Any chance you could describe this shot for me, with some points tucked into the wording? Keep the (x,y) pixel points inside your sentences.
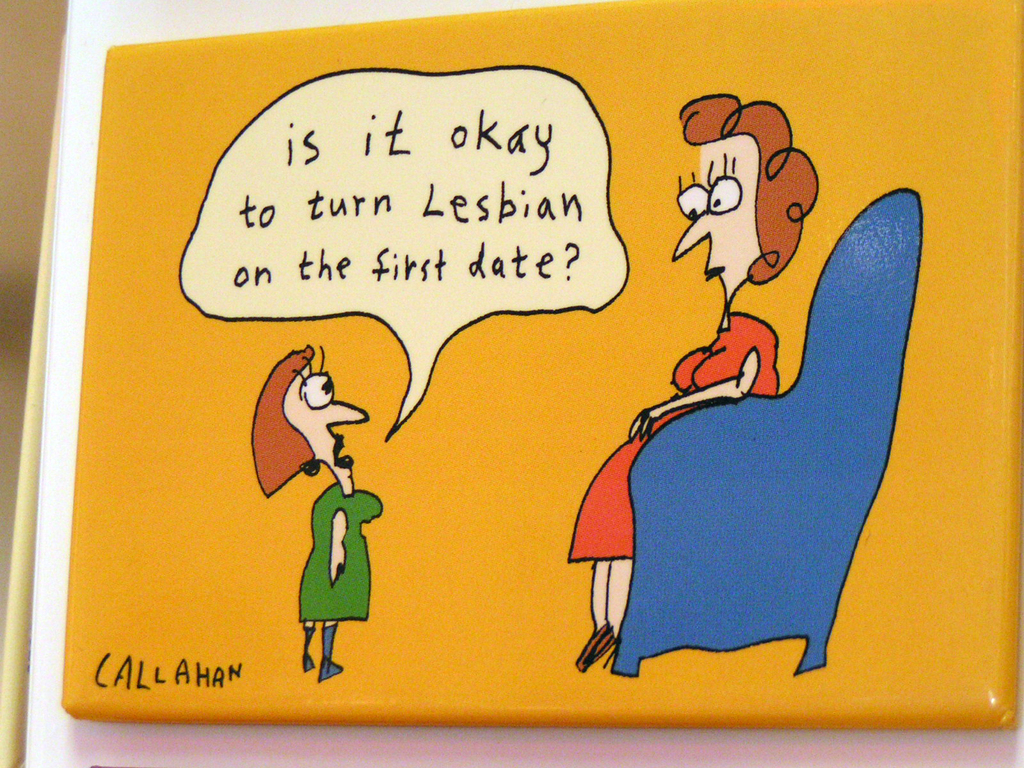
In the center of the image (368,376) we can see one board (205,559). On the board (120,754), we can see one banner (426,401). On the banner (426,401), we can see cartoon picture (744,326). And we can see some text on the banner (313,475).
